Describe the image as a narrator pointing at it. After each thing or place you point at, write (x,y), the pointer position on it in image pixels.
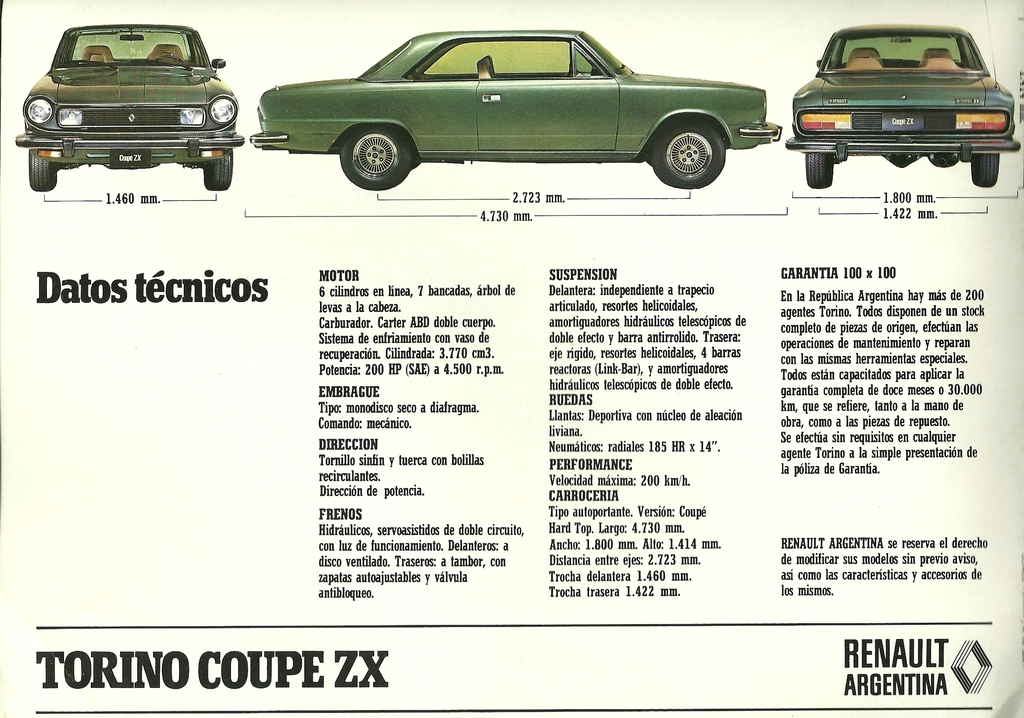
In this picture, it seems like a poster (462,383), where we can see cars (698,182) and text (643,474).
